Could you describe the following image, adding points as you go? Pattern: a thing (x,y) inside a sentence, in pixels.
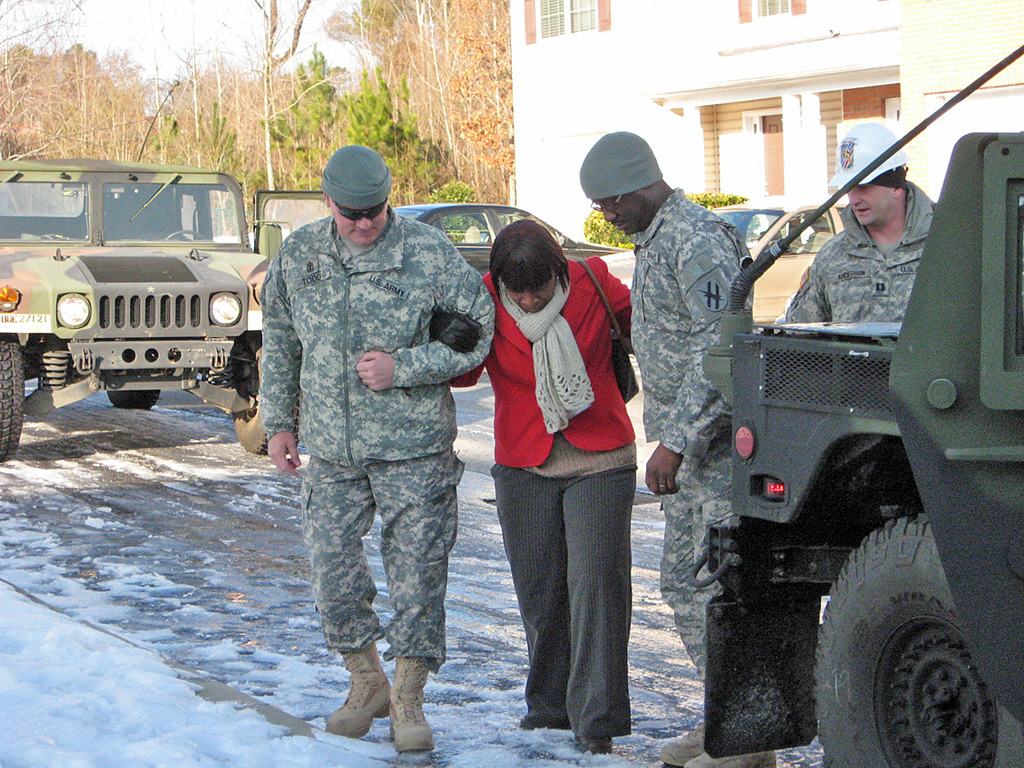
In this image, there are four persons (568,372) standing and I can see vehicles (949,369) on the road (231,600). At the bottom of the image (197,695), I can see the snow (206,727). In the background (442,123), there are trees (425,115), plants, a building (594,98) and the sky (215,50).
